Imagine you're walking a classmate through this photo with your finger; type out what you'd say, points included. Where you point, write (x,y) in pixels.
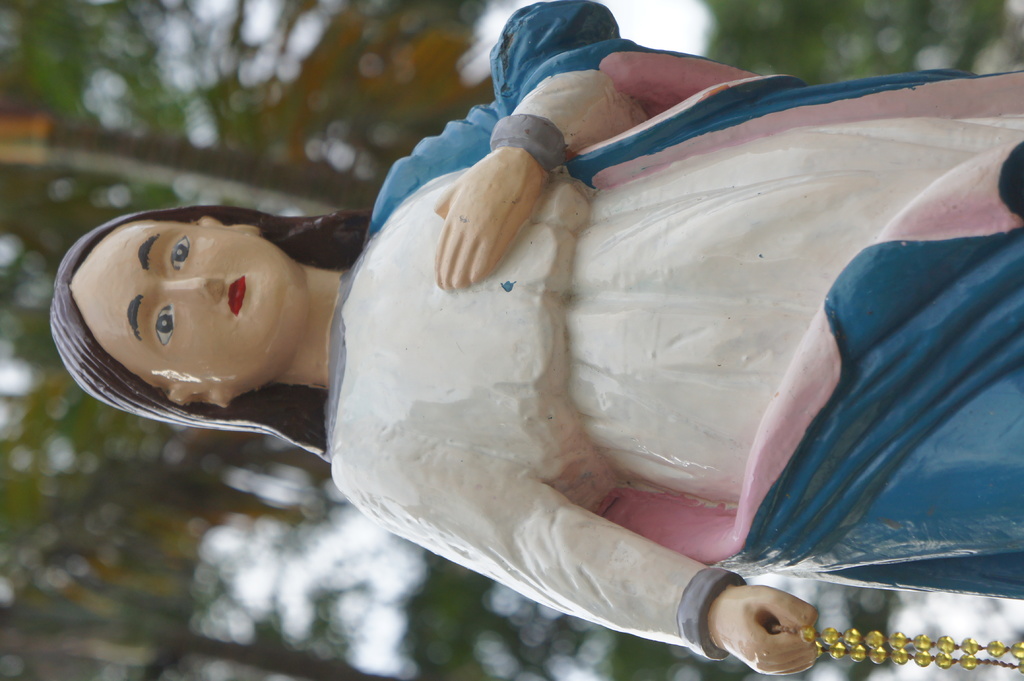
In this image we can see a statue (523,570). In the background (464,581) the image is blur but we can see trees (135,131).
